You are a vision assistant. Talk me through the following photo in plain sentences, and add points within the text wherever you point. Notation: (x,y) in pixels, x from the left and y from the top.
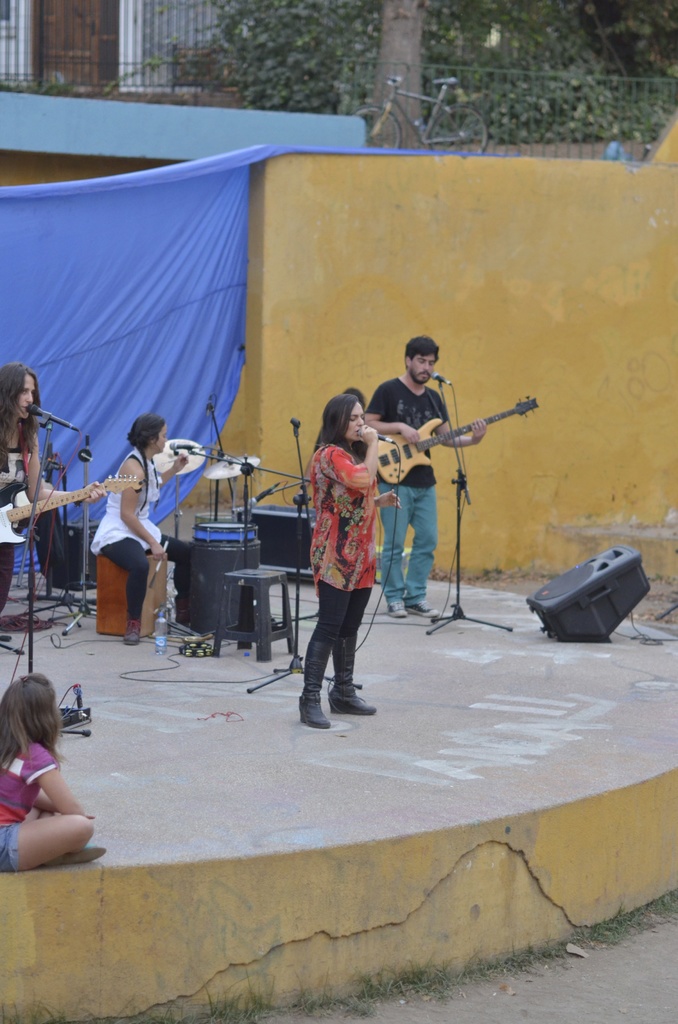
In this image I see the stage (287,695) on which there are few people (352,432), in which these 2 of them are holding guitars (15,492) in their hands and this woman (370,528) is holding a mic (385,438) in her hand (364,436) and I see the drums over here and I see a child (31,744) who is sitting over here and in the background (227,301) I see the wall (462,421), blue color curtain (208,252), a cycle (362,122) over here, leaves (596,61) and I see the black color thing (565,600) over here.
